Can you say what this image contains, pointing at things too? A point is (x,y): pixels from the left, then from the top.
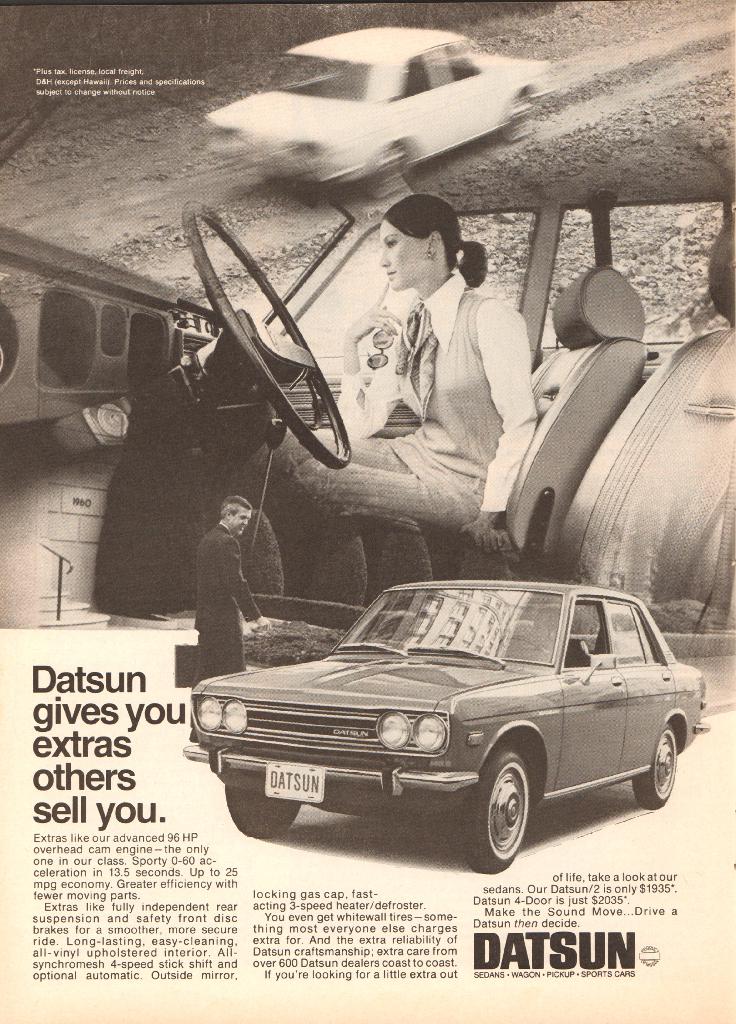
This is a poster. In this image there is a woman (506,407) sitting inside the vehicle (298,437) and there is a man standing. At the bottom (368,686) there is a picture (269,786) of a car (269,786) and there is text (265,945). At the top (306,134) there is a vehicle (430,109) and there is text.
